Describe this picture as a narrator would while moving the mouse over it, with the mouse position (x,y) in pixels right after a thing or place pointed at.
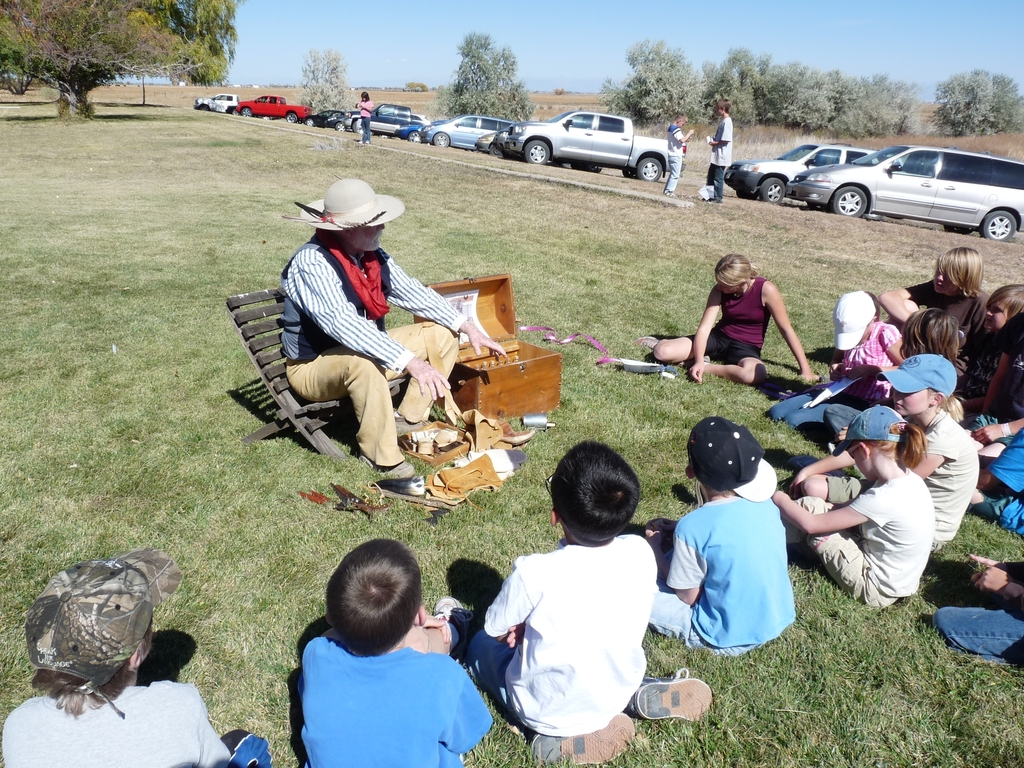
In this picture we can see some people (589,537) sitting on the ground (39,575), at the bottom (25,568) there is grass (858,702), there is a man (373,418) sitting on a chair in the middle (402,349), we can see a box (508,369) beside him, on the right side (896,192) there are some vehicles (531,159), we can see trees (731,65) in the background (752,68), there are three persons (723,152) standing in the middle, we can see the sky (411,40) at the top of the picture (401,42).
